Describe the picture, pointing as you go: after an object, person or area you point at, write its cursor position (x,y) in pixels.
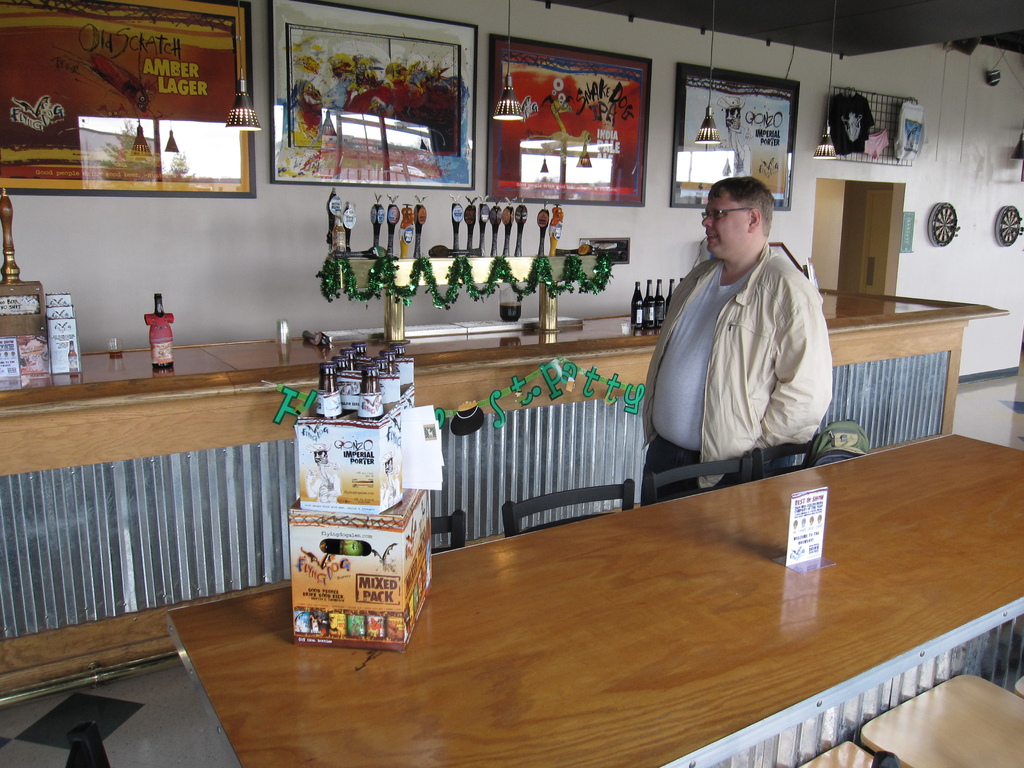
This image is taken inside a room (556,102). In the right side of the image (981,678) there is a table (1001,469) and chairs (908,709) and there were few things (316,488) on the table (933,534). At the top of the image (786,13) there is a ceiling (848,14). At the background (27,262) there is a wall (992,122) with picture frames (253,189) on it. In the middle of the image (672,340) a man (770,386) is standing and there is a desk (145,371) with many things (5,299) on it.
